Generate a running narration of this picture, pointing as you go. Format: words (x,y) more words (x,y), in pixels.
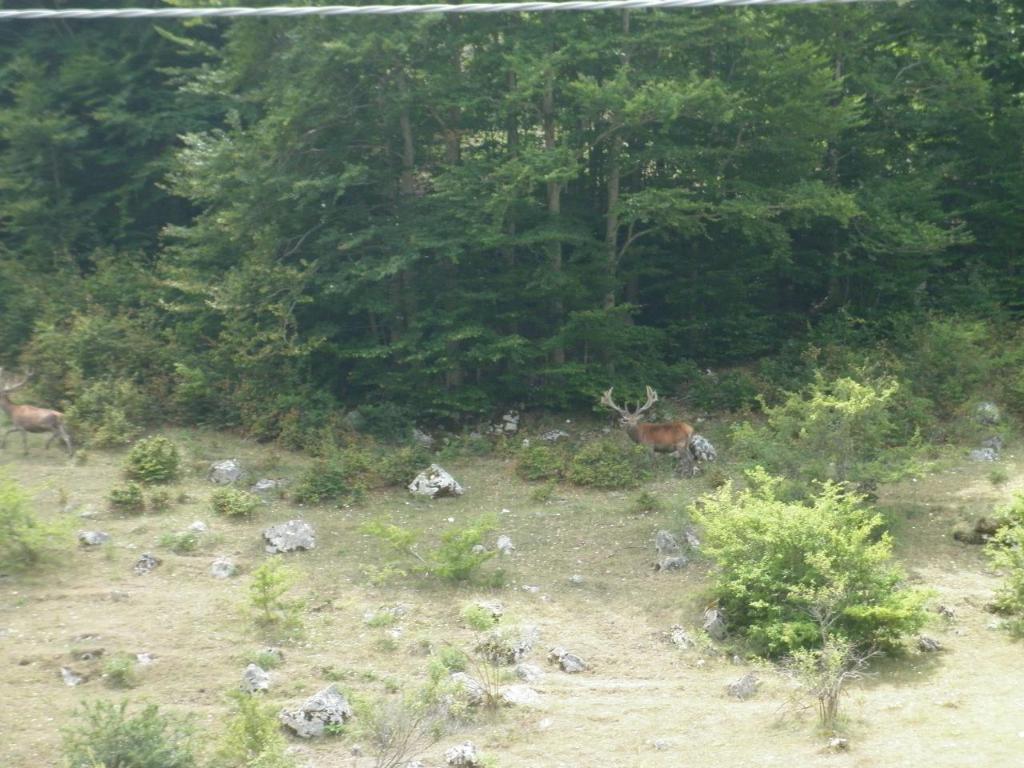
In this image we can see two deer (11,418) on the grassy land (600,497). In the background (214,157), we can see trees (637,164). We can see some grass (621,633) and small plants (803,642) on the land (603,630).
